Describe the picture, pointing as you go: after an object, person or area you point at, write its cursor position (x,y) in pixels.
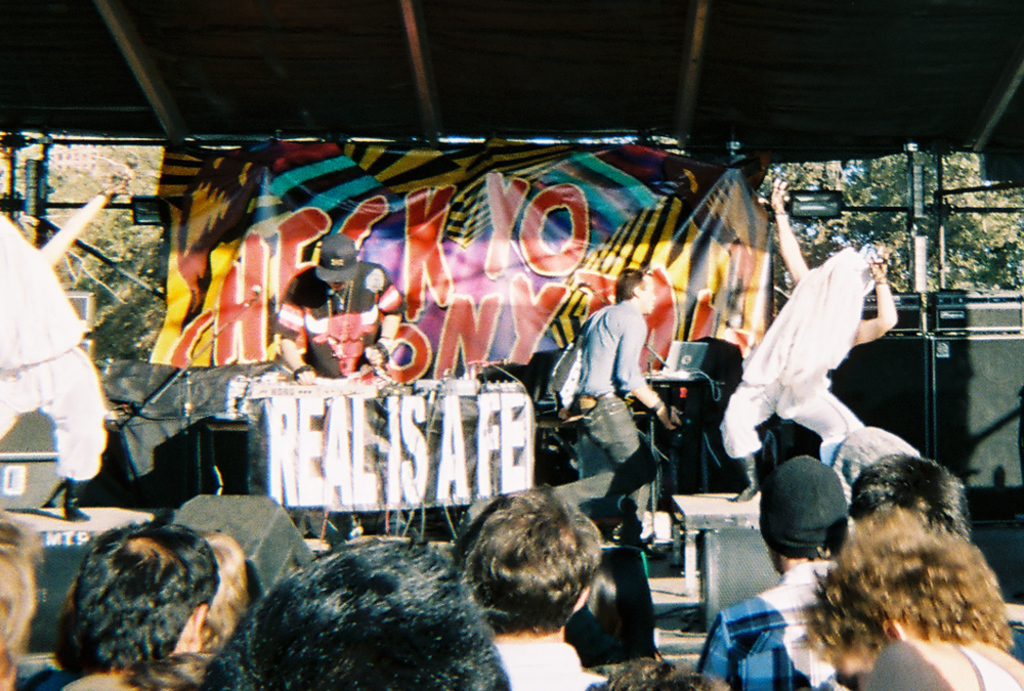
In this image I can see group of people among them some are standing on the stage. Here I can see some musical instruments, a laptop (690,360) on an object (692,390). In the background (452,235) I can see trees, a banner (451,235) on which something written on it.
